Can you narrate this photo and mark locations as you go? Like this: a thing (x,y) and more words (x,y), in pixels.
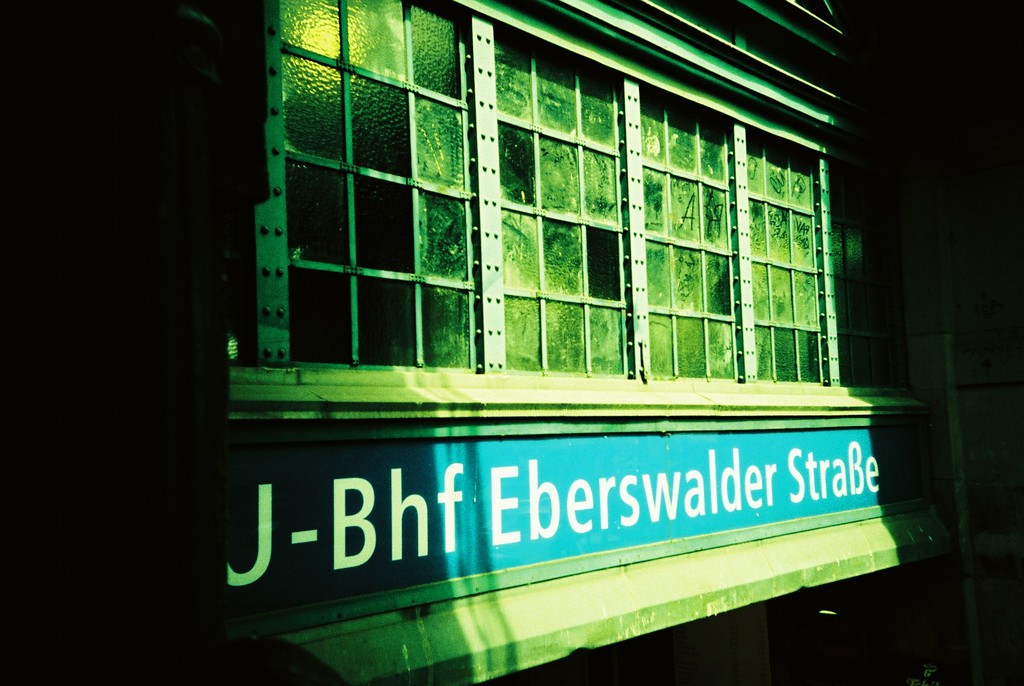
In the image there is a building (460,118) with glasses (547,136) and name board (431,463) with name (452,498). And on the building (799,260) there is a light (309,11).
